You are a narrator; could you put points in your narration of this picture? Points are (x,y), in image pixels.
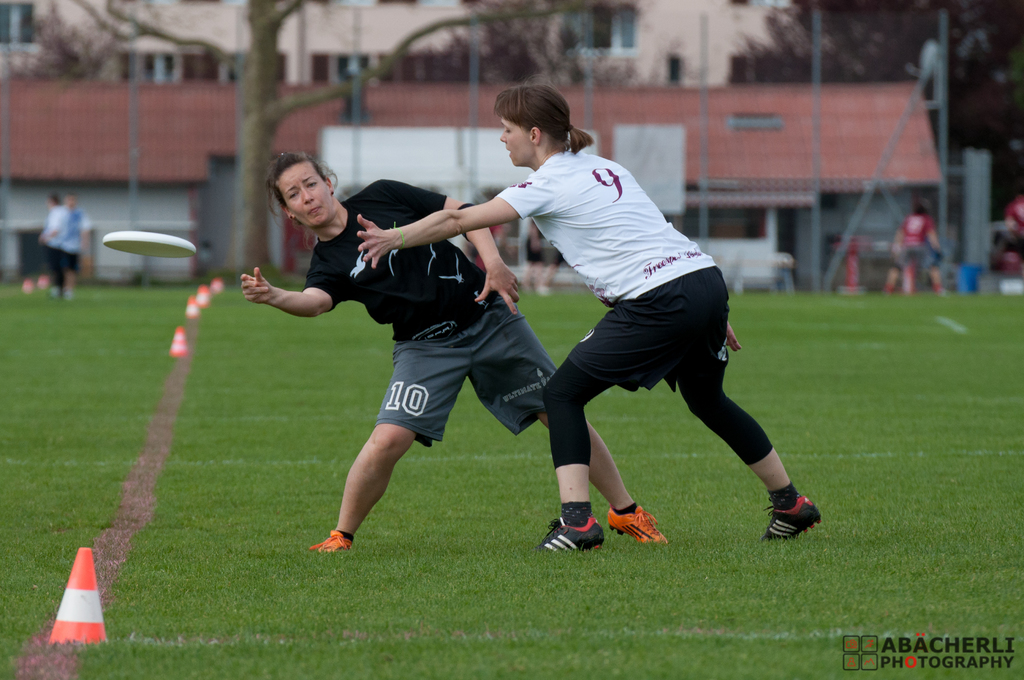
In the center of the image (406,229) we can see women (601,344) playing on the ground (291,486). On the left side of the image (62,596) we can see traffic cones (73,576). In the background (77,108) we can see persons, trees (262,109) and houses (175,180).
